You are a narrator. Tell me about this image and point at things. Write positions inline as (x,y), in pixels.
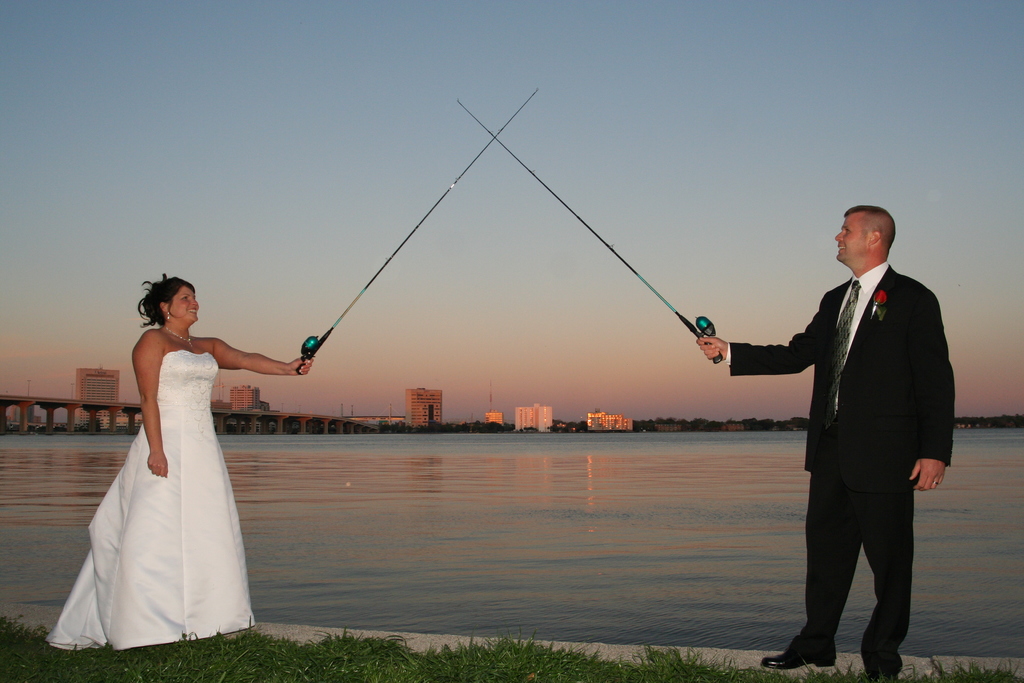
In the picture we can see a bride (153,349) and a groom (856,471) standing on the grass surface (95,669) near the water surface (353,593) and they are holding a fishing stick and smiling and far away from them, we can see a bridge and besides we can see some buildings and in the background (36,181) we can see the sky (516,228).
